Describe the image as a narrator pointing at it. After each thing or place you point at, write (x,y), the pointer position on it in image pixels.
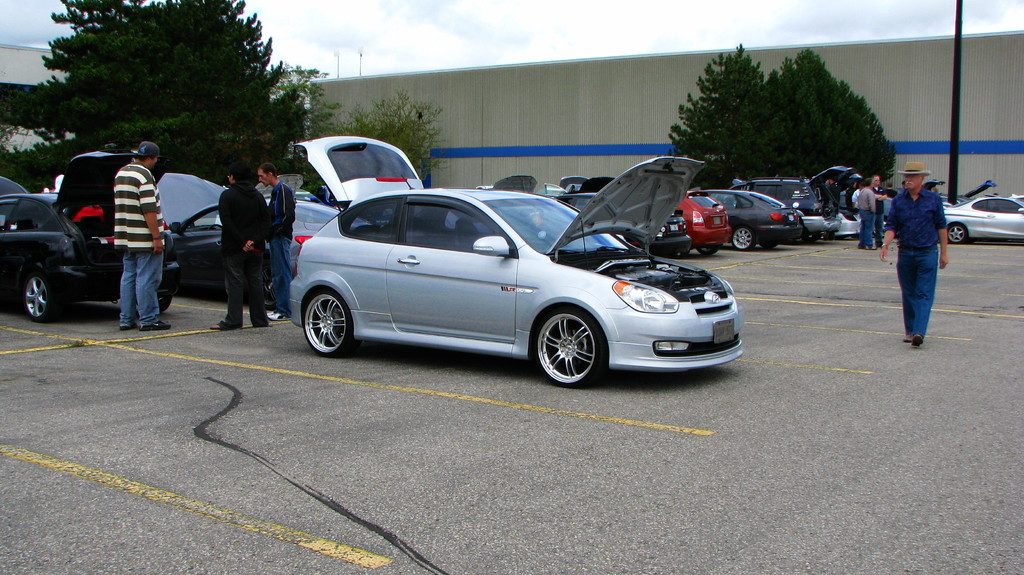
In this picture we can see a group of cars (626,205) and some people (155,275) are standing on the ground (592,509). In the background (646,104) we can see the wall (521,96), trees (148,87), poles (959,98) and the sky (455,40).
